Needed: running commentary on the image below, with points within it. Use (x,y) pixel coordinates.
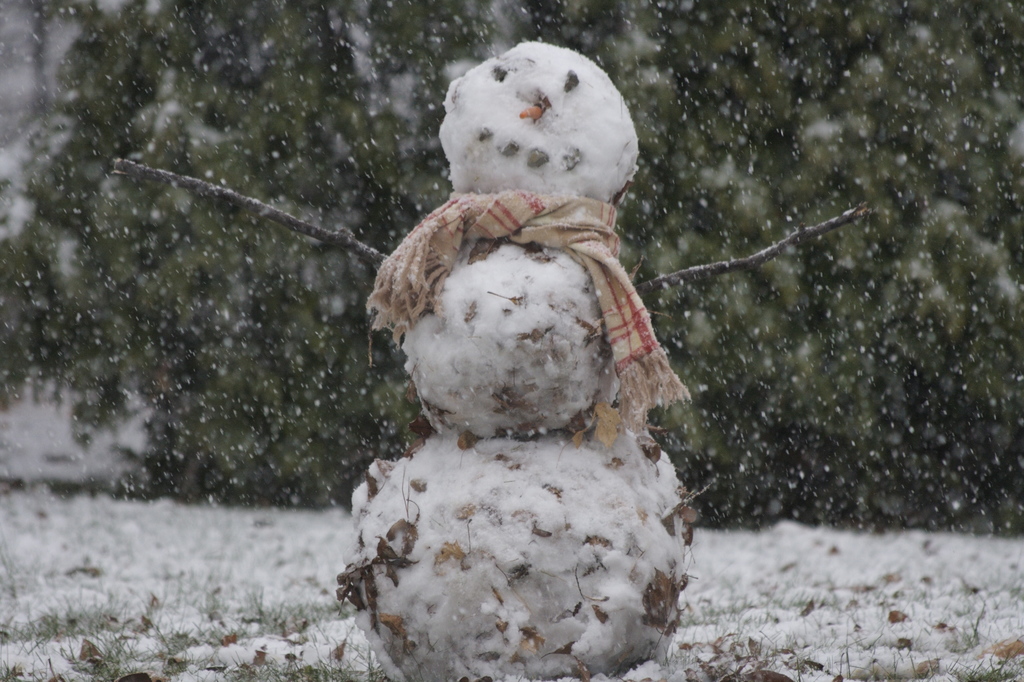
In this picture there is a snowman (571,409) in the foreground (374,498). At the back (1010,180) there is a tree (924,154). At the bottom (264,631) there is snow (998,620).
